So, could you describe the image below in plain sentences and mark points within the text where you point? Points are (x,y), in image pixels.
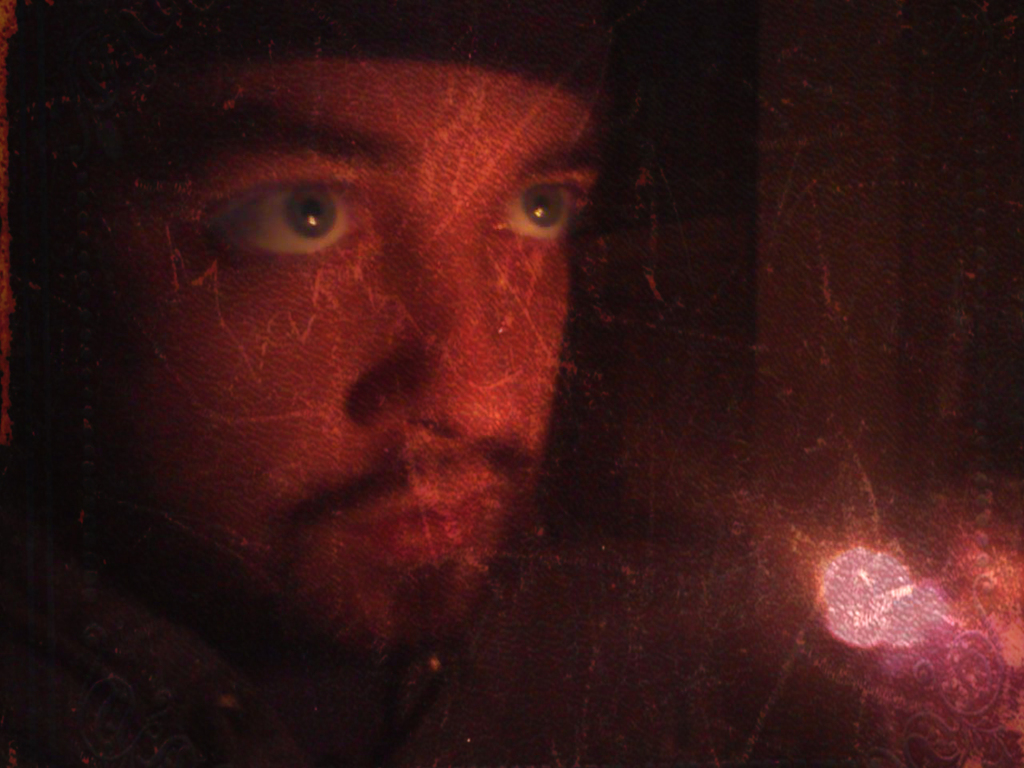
In this image we can see a person (392,337).
